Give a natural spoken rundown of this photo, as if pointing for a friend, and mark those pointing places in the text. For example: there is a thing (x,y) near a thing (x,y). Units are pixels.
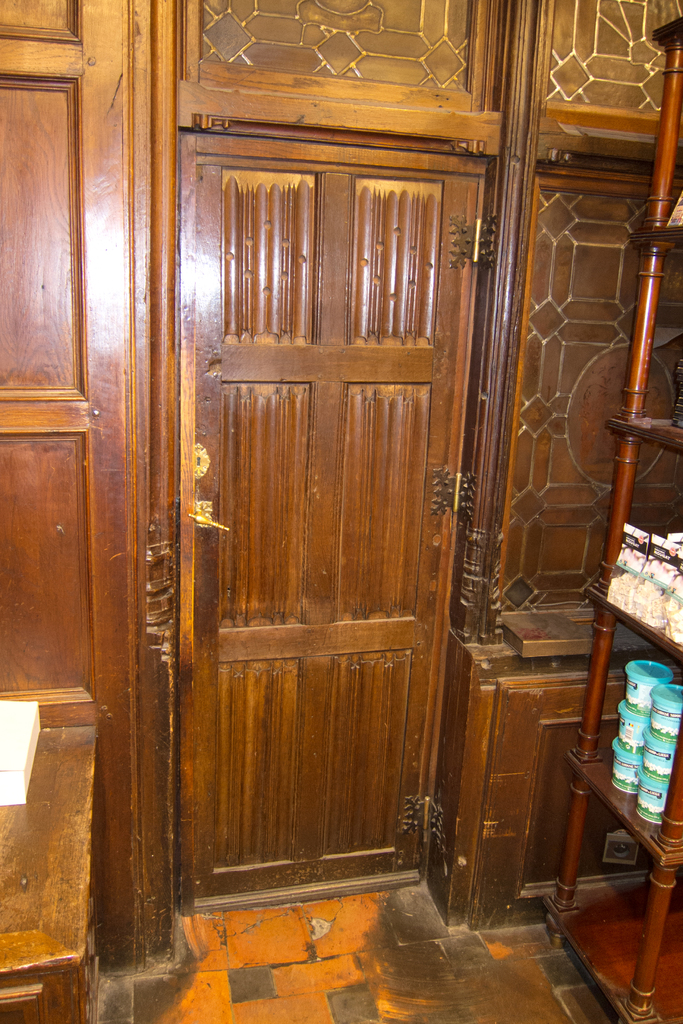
In this image we can see there is a wooden door (289,288) of a building (29,251), beside the door (349,449) there is a rack (657,911) with some objects (675,700) arranged.
